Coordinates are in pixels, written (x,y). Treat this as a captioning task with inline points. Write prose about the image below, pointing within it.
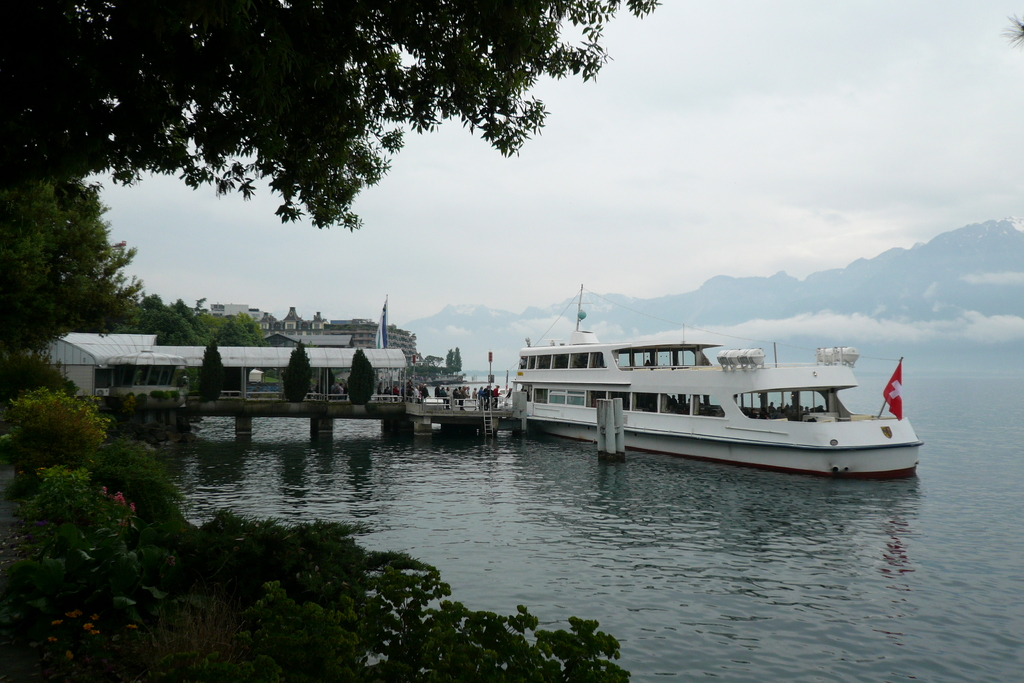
There is water (685,569). There is a boat (680,388) with flag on the water (876,408). On the left side (40,363) there are trees (61,317), buildings (351,346) and a bridge (381,407). Also some people (484,389) are there.
